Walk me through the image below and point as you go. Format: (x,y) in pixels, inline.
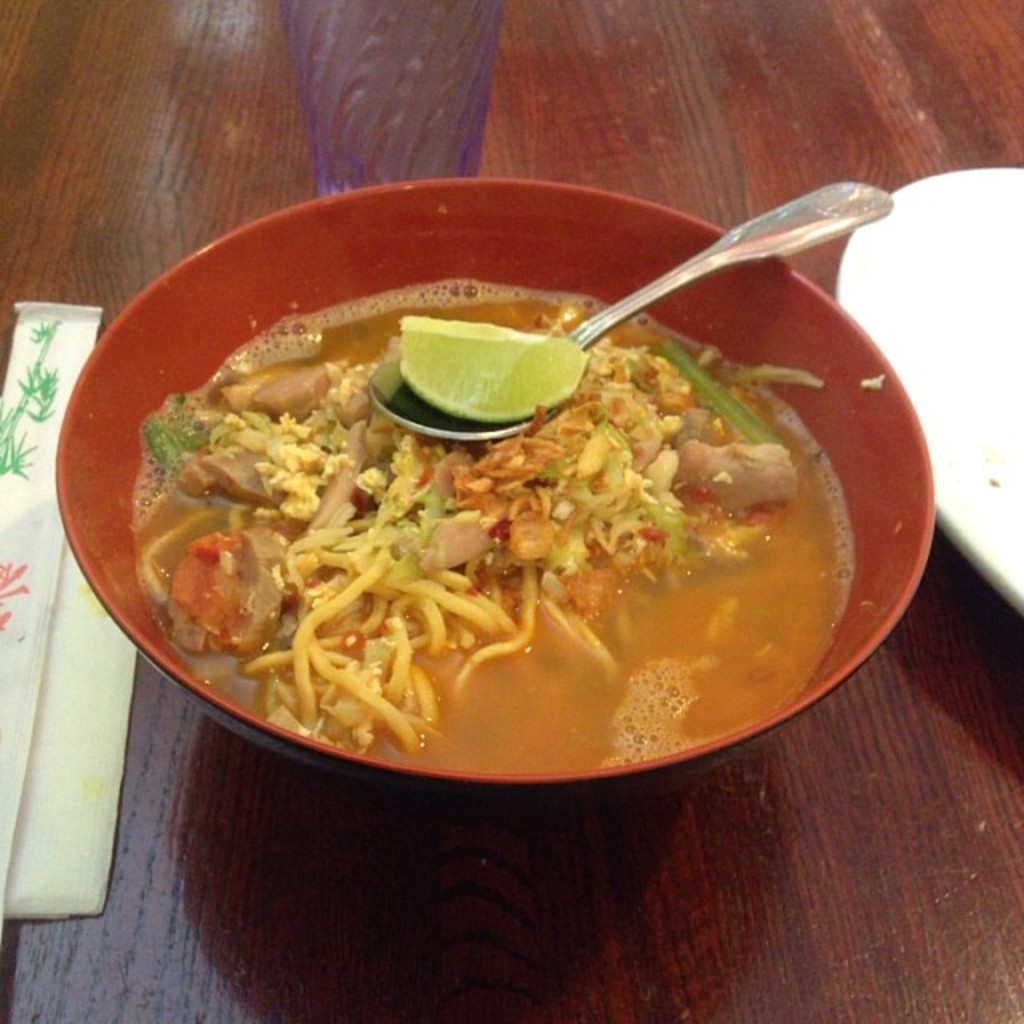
In this picture we can see some noodles (433,586), slice of a lemon (494,343) on a spoon (781,248) and other food items (774,442) in a bowl (548,214). There is a plate (888,253) on the right side (1009,261). We can see a white, green and red objects (33,596) on the left side (80,622).
